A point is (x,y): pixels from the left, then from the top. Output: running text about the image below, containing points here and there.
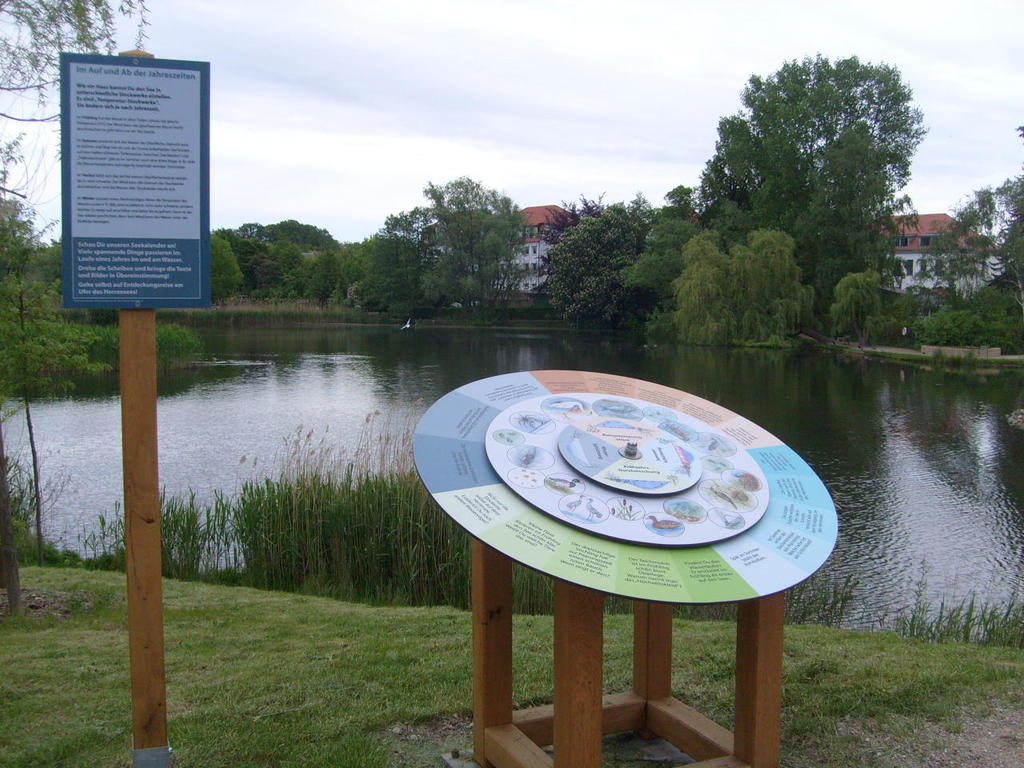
In this image we can see trees (691,239), house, water (170,437), plants (163,572), grass (278,662), board (124,62), sky (419,117) and clouds (596,91).
